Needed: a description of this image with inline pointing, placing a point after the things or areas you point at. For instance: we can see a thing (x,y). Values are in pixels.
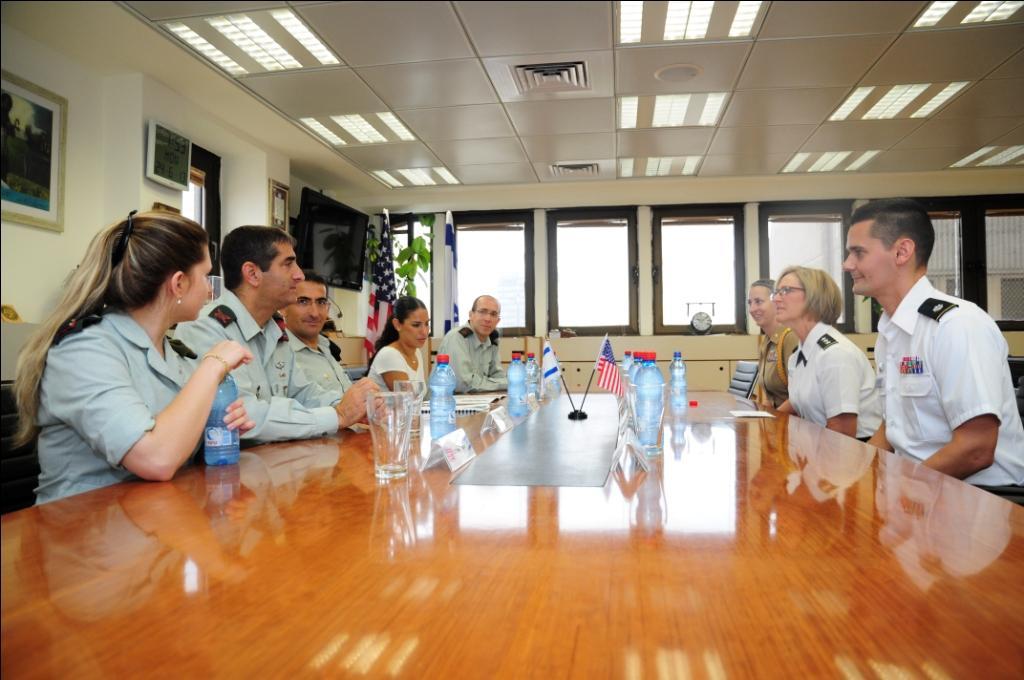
This persons (238,343) are sitting on a chair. In-front of them there is a table (669,428), on a table (578,447) there are glasses (387,418), bottles (441,394) and flags (616,370). This is an american flag (381,298). Television (315,211) is attached to a wall (230,200). On wall (260,216) there are different type of photos (58,195). This is digital watch (159,157). This are windows (461,221).
